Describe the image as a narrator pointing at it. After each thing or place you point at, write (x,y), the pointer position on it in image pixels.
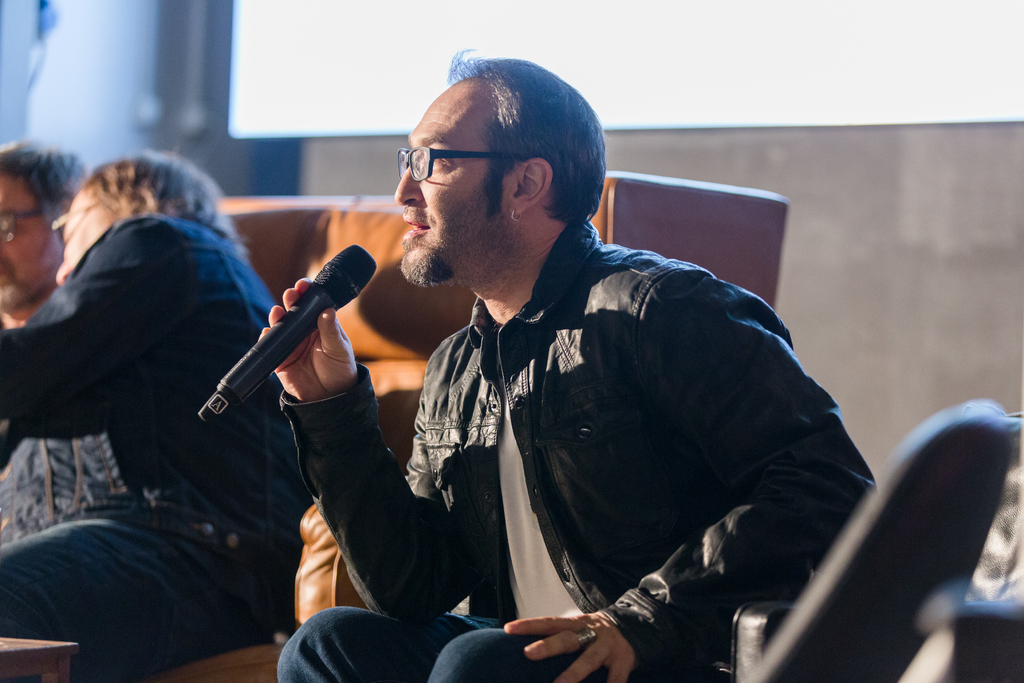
A man (533,507) is sitting and talking on a microphone (340,307). He wear a coat (587,460) beside him there are two persons (148,449) sitting on the sofa (349,319).
